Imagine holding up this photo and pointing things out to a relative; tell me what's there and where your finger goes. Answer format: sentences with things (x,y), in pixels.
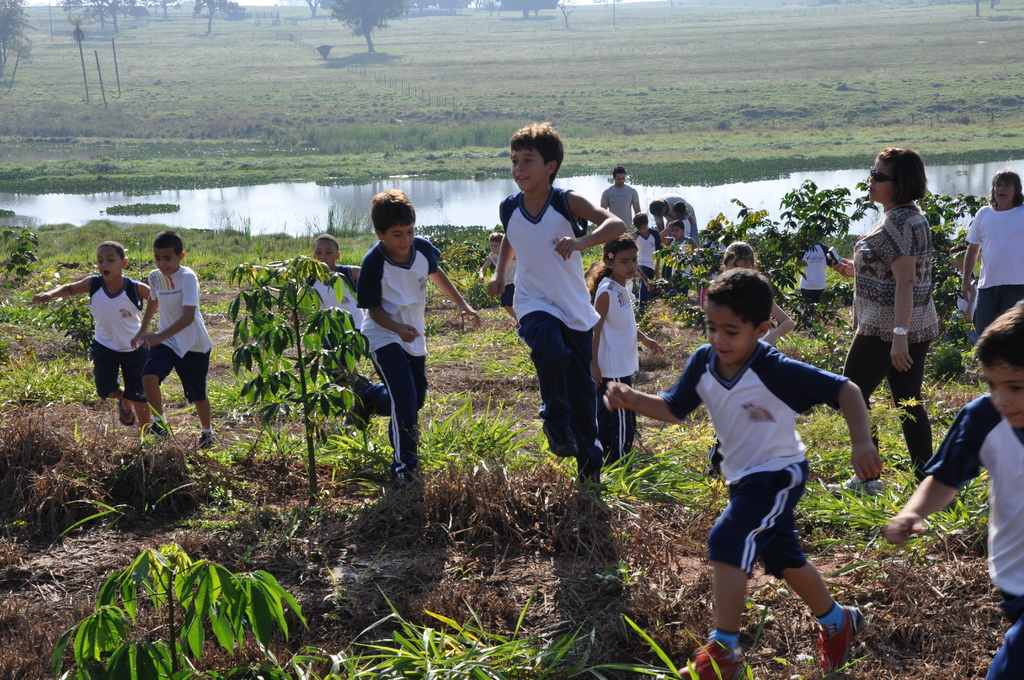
In this image there are kids (789,426) running on the land (512,445) having some grass (512,445) and plants (118,615). Few people (805,257) are on the land (840,351). Middle of the image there is water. Top of the image (491,33) there are trees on the land (706,73).
